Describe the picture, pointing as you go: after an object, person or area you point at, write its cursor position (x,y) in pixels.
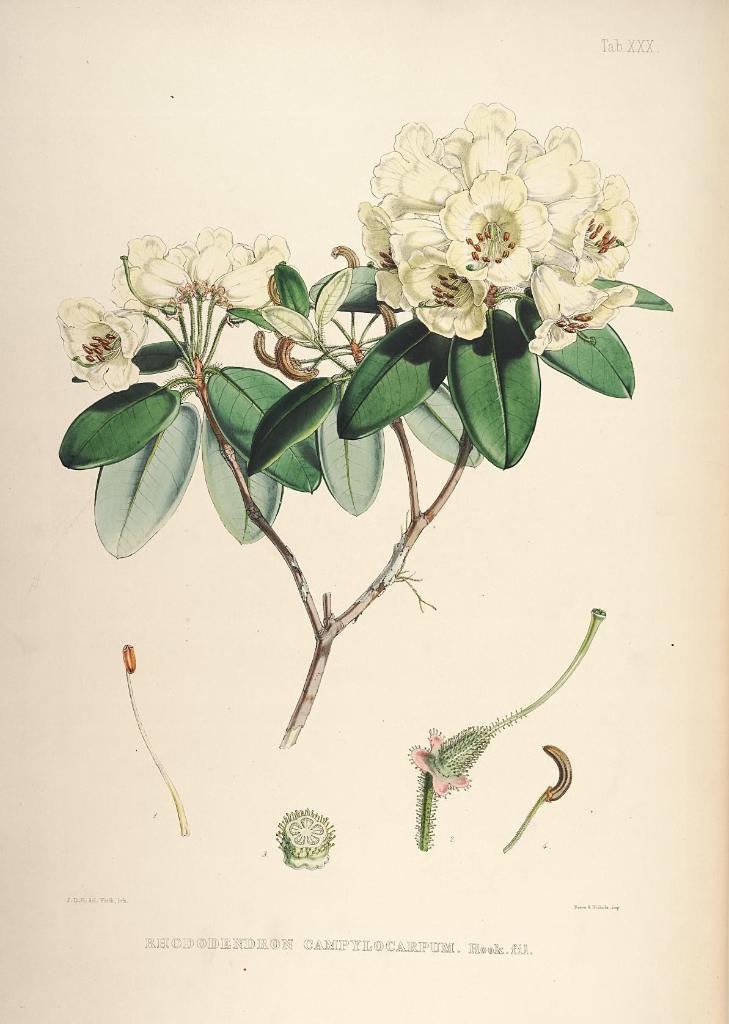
In this image we can see the pictures (410,525) of flowers (398,290) and its inner parts (415,759) on the paper (455,579).
